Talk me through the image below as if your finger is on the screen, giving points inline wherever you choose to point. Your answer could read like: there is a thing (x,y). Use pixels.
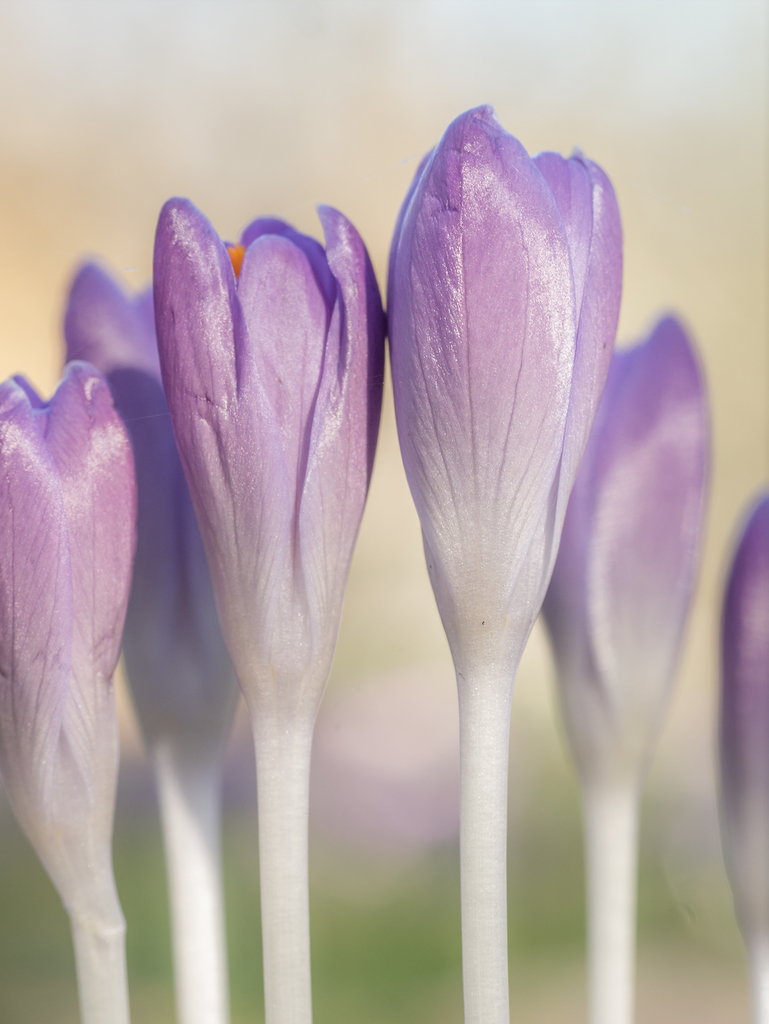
In this image we can see some flowers (350,514) and the background (385,817) is blurred.
